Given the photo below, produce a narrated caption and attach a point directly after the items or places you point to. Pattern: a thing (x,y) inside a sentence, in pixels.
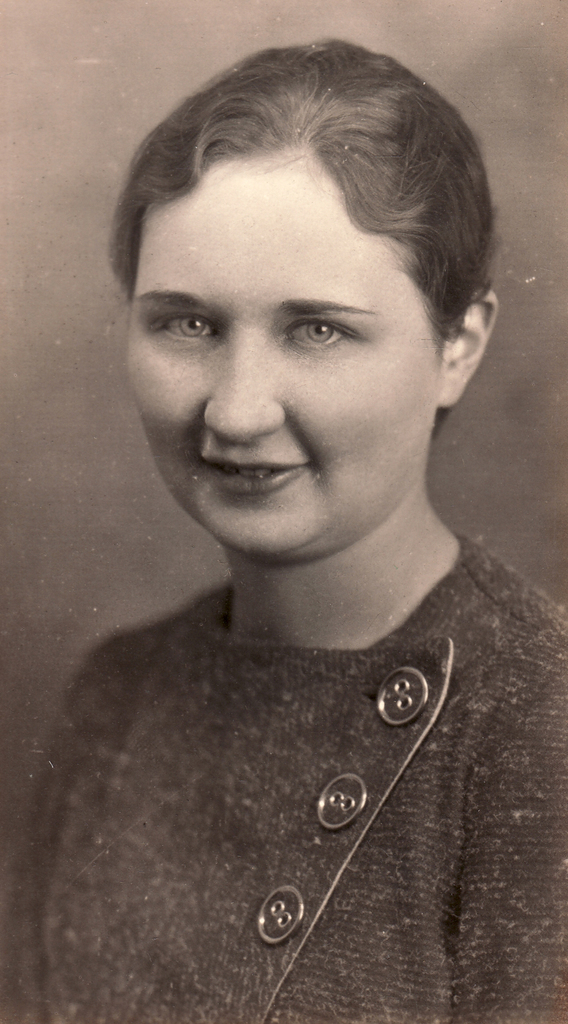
This is a black and white image and here we can see a lady (207,674).
